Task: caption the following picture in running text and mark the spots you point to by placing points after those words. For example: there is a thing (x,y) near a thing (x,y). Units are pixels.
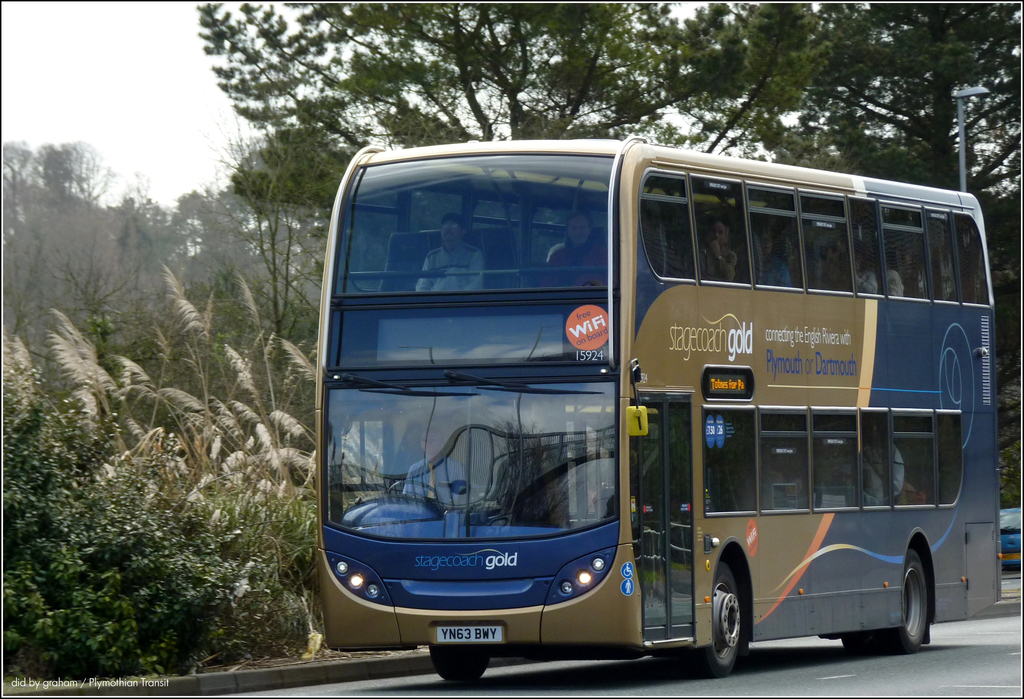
In this picture I can see a Double Decker bus (513,356) on the road (807,651), there are trees (799,76), and in the background (31,114) there is sky (196,137) and there is a watermark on the image.
